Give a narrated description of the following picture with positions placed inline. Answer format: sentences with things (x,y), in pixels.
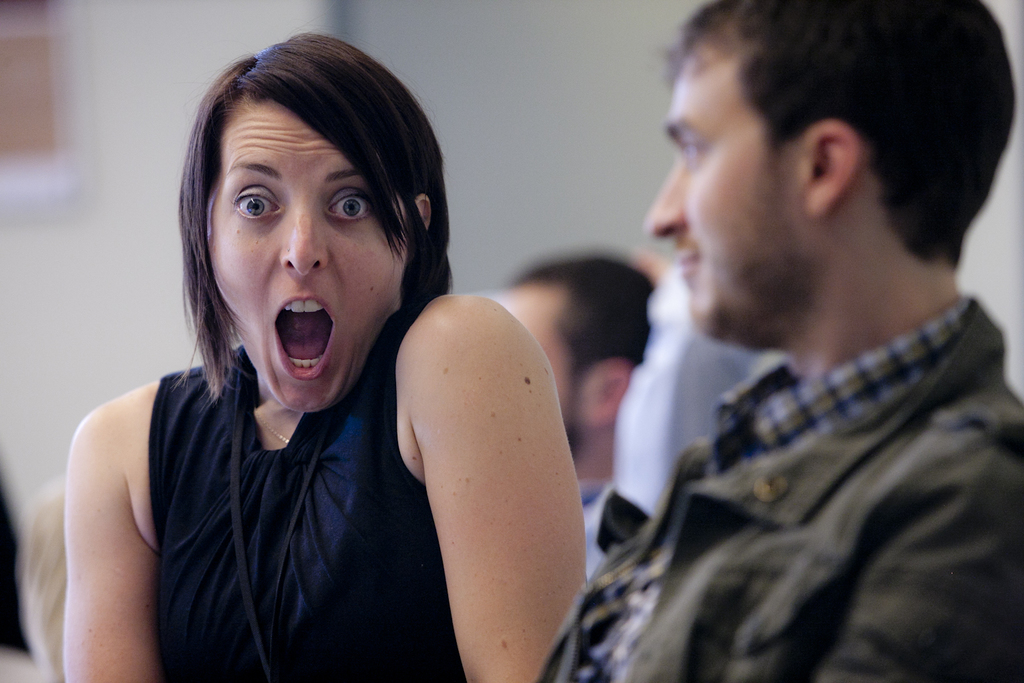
In this image there is a woman (284,404) on the left side (290,441) who opened her mouth (291,346). Beside her there is another man (727,523). In the background (645,397) there are few persons (643,423) who are sitting. On the left side (102,153) top there is a wall (120,167).
